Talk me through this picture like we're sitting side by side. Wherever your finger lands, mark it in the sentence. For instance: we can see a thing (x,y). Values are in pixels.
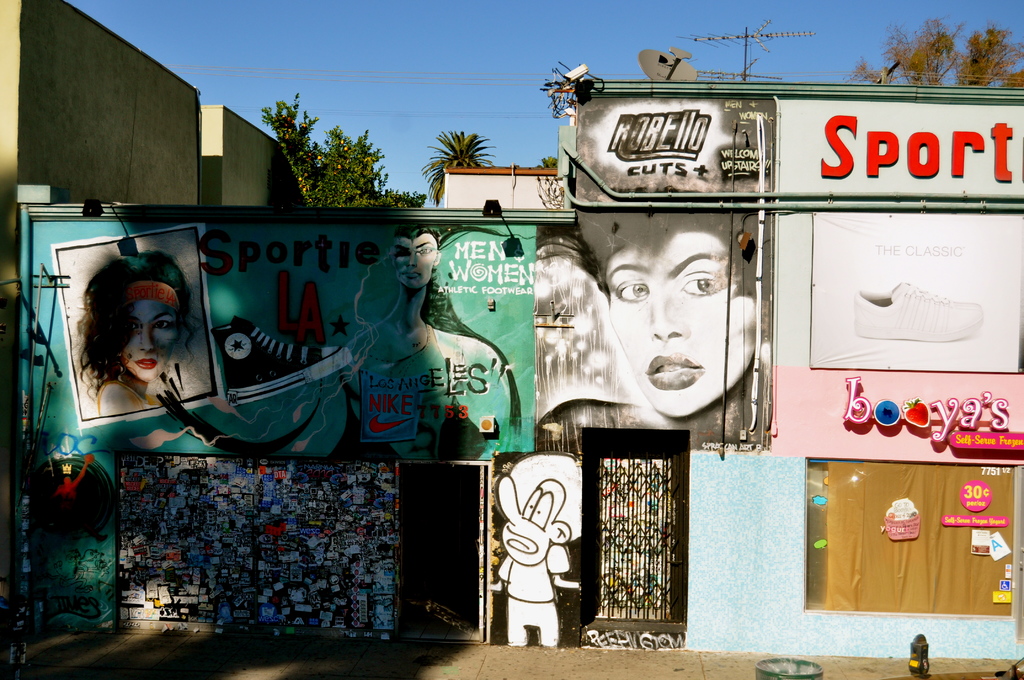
This image is clicked outside. This looks like graffiti (400,452). There are trees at the top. There is sky (516,57) at the top (416,19).
